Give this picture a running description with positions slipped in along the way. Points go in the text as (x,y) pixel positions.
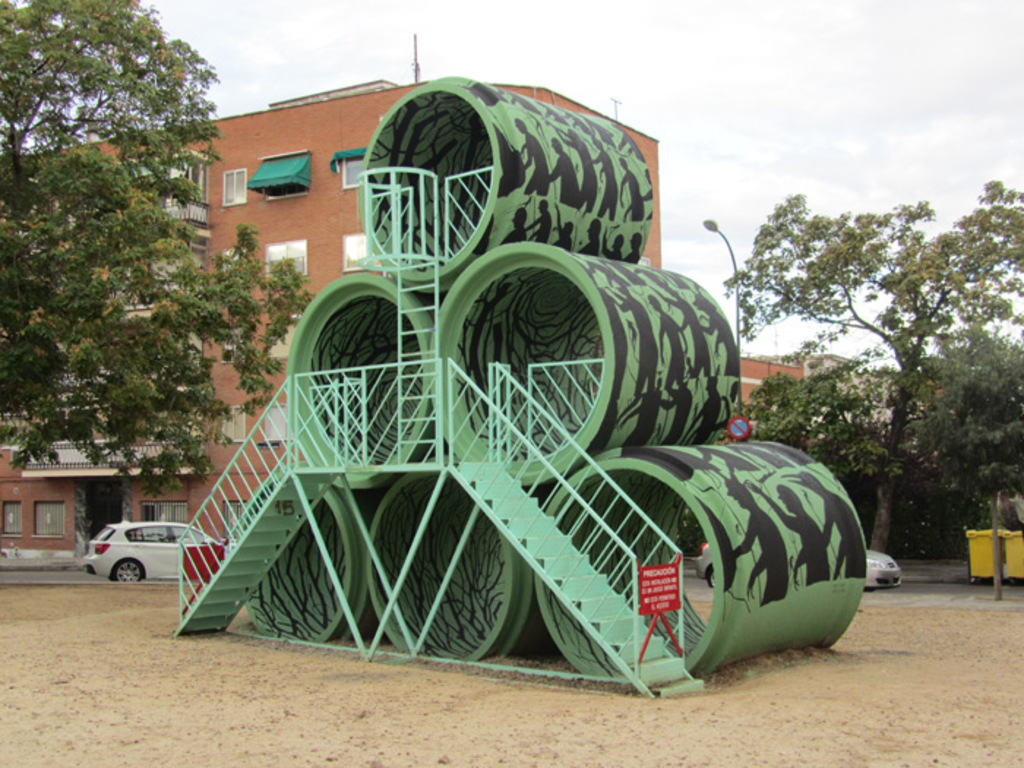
In this image we can see an architecture (537,583) which is in a pyramid shape with stairs (218,596). There is a building (324,212), cars (160,554), poles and trees (912,512) in the background of the image (16,517). The sky (325,65) is covered with the clouds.
